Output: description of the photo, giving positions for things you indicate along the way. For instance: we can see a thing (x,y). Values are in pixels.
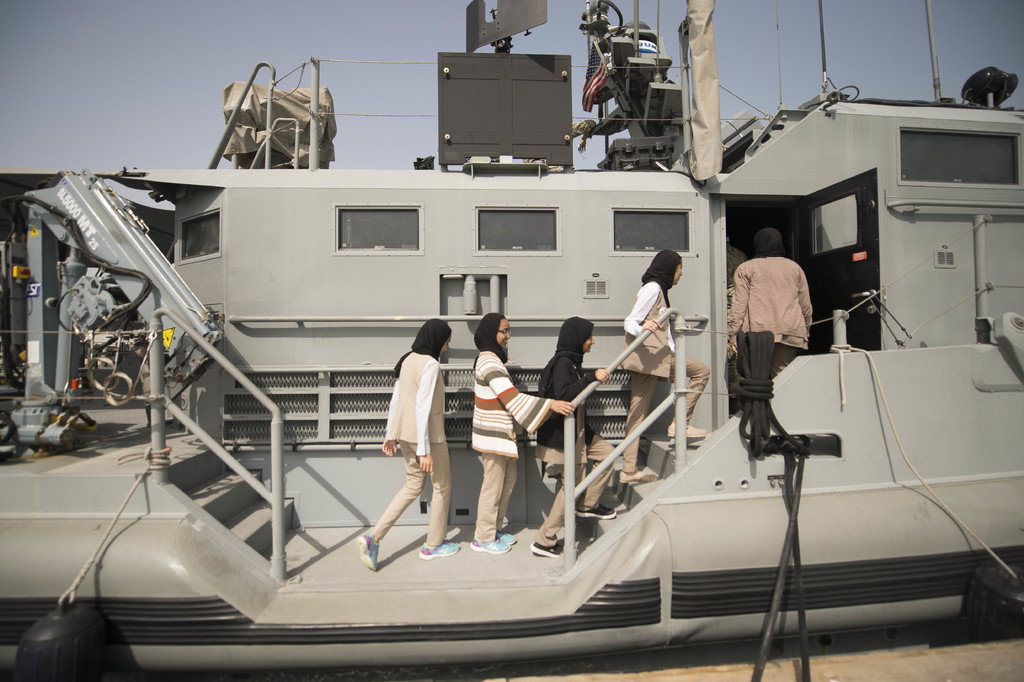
In this picture I can observe some people (557,434) in the middle of the picture (481,396). It is looking like a boat (260,254). In the background (218,43) I can observe sky (292,45).
